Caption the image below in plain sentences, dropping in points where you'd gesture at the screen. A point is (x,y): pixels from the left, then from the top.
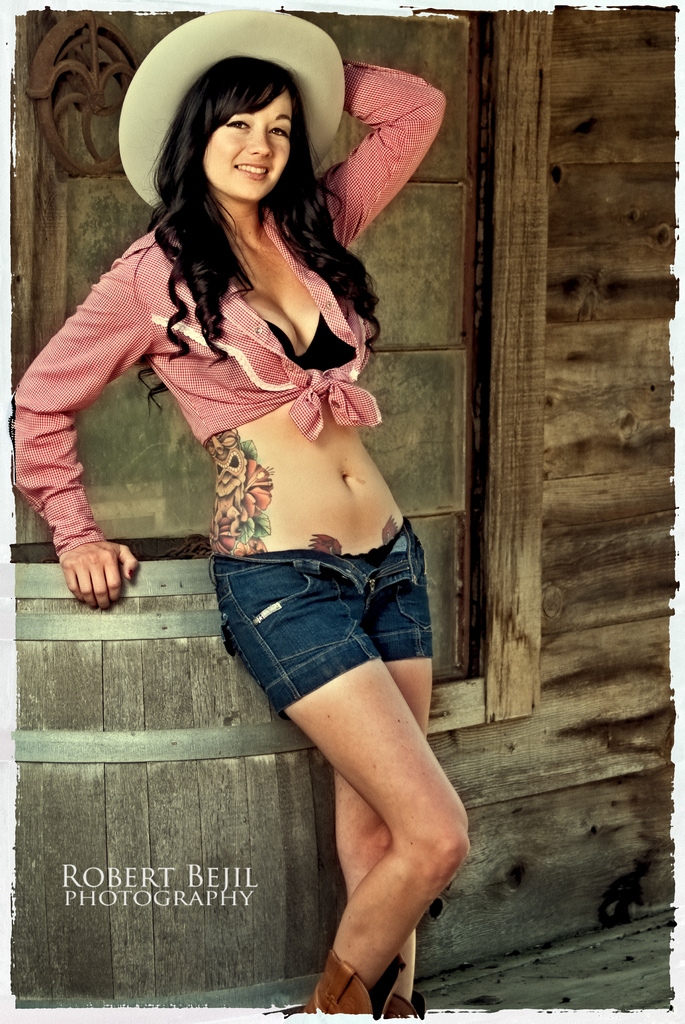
In the image in the center (378,632) we can see one woman (310,472) standing and smiling, which we can see on her face (241,146). In the background (649,320) there is a wooden wall (545,146), barrel (188,613) and watermark (143,880).
